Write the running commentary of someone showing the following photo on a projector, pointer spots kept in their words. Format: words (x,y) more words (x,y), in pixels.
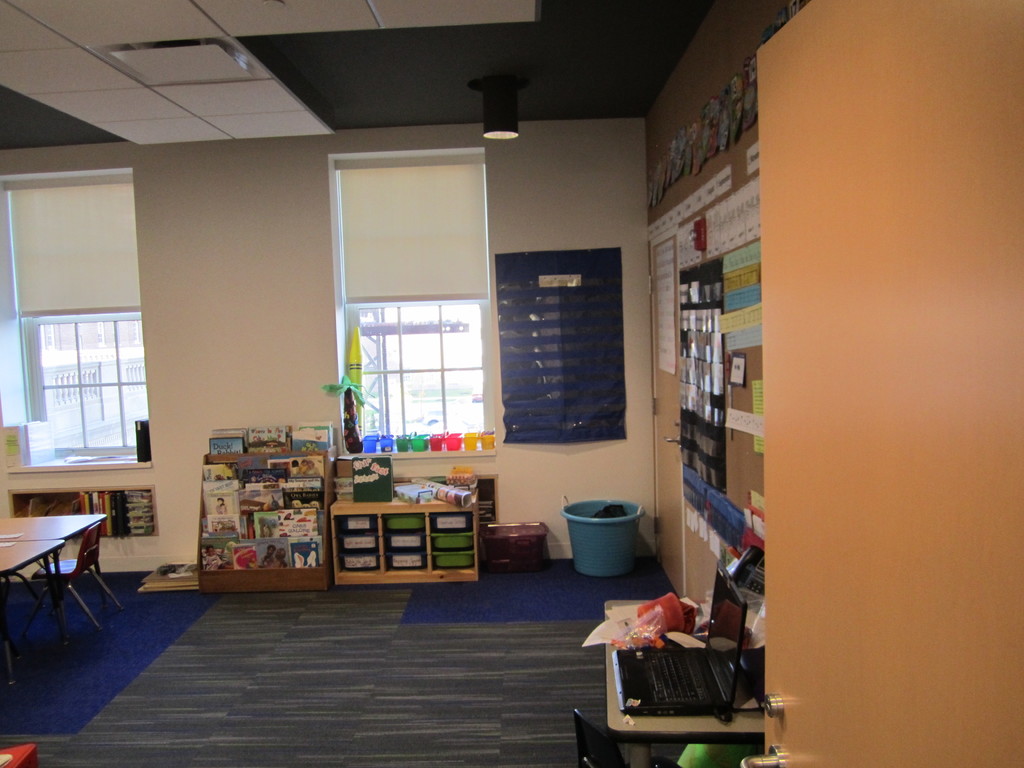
In this picture we can see tables (39,544), chair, carpets (351,628), tub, racks (302,579) on the floor (186,745), laptop (664,661), books (300,447), posters (703,123) on the wall (718,248), ceiling (376,80), windows (387,358) and some objects (661,602) and from windows (97,373) we can see rods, railing (58,396).
